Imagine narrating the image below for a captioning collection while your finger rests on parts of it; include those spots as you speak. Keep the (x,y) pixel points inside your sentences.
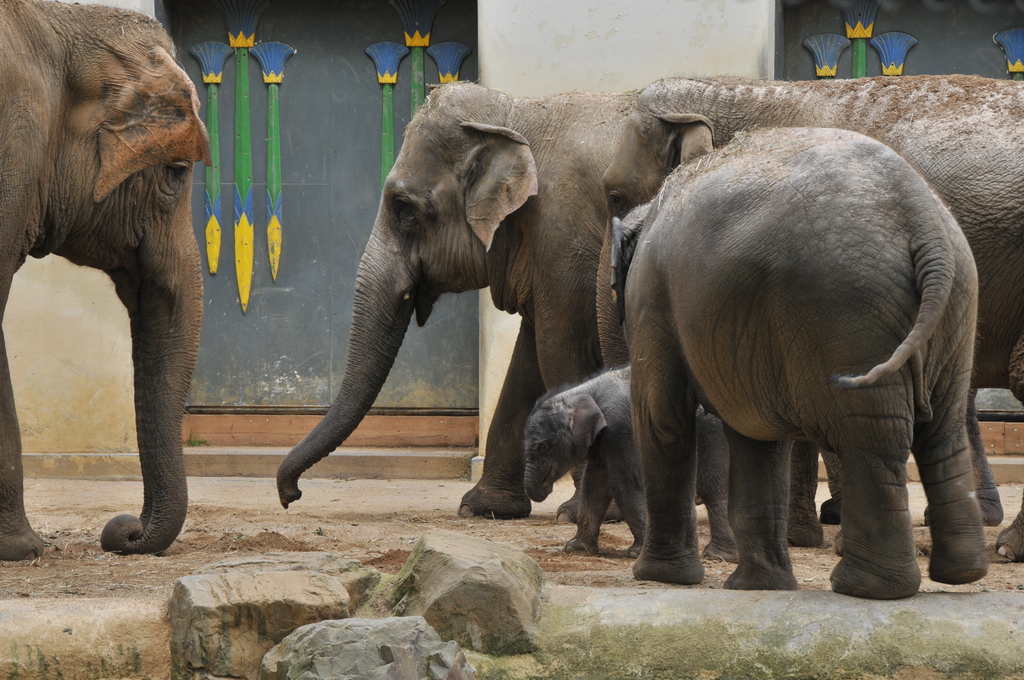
To the bottom of the image (342,587) there are stone (318,599) on the ground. And on the ground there are few big elephants (530,143) and two small elephants (565,412) are standing on the ground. Behind them there is a wall (586,49) with green, blue and yellow color design (273,199) on it.
